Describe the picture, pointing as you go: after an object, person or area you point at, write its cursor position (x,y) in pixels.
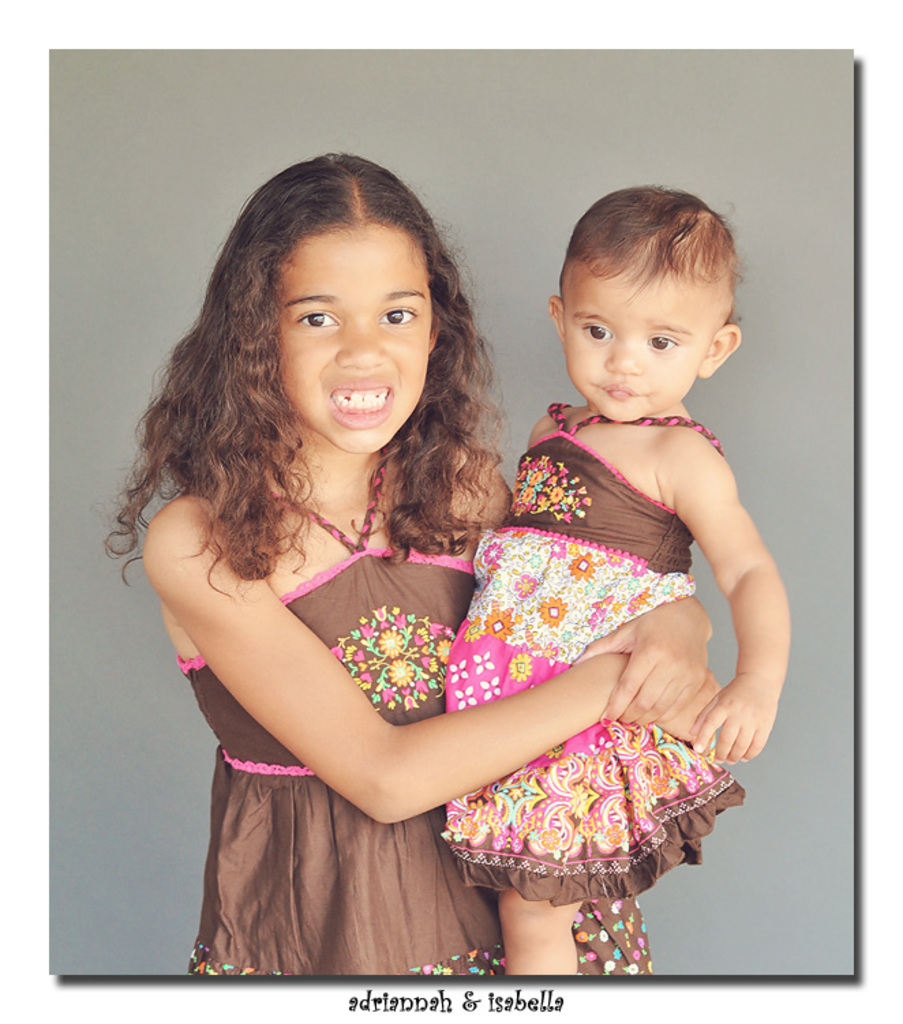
In this image, we can see a girl (268,638) standing and she is holding a small baby girl (679,557).
